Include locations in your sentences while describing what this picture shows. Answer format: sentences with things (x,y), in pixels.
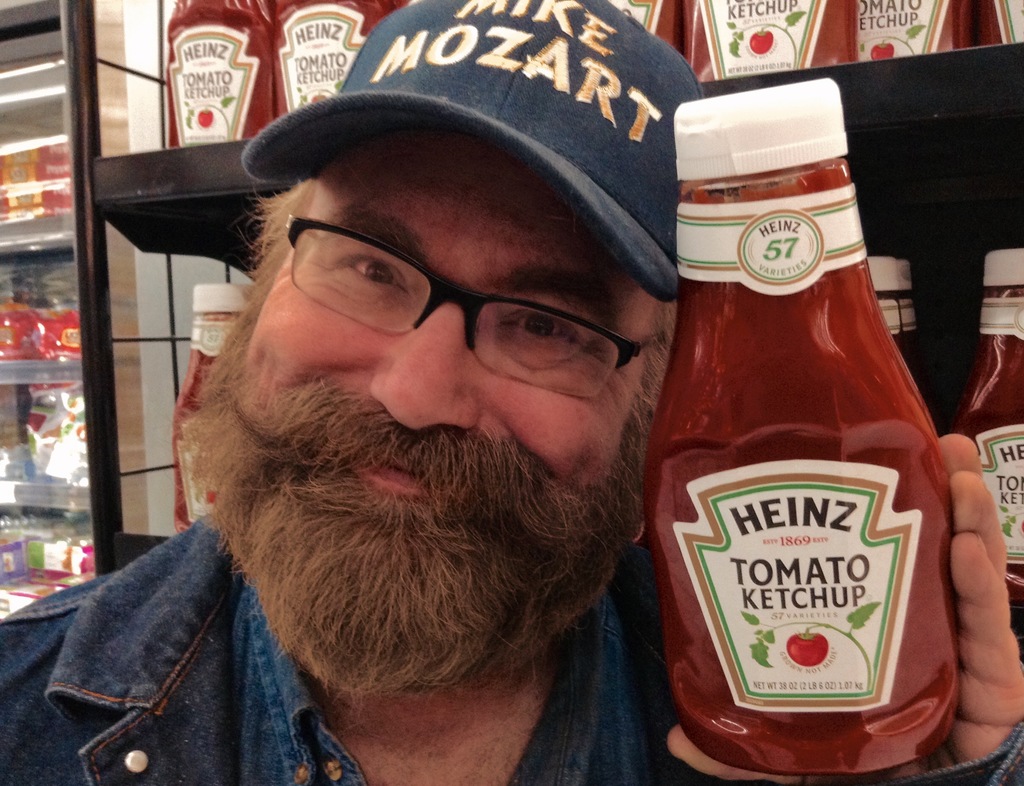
In a picture a person (549,706) is wearing a blue jacket (201,698) and cap (567,184) and holding a ketchup bottle (826,561) in his hands (962,694) and behind him there is a one shelf (1023,167) and there are ketchup bottles (872,48) in the shelf (198,248).
